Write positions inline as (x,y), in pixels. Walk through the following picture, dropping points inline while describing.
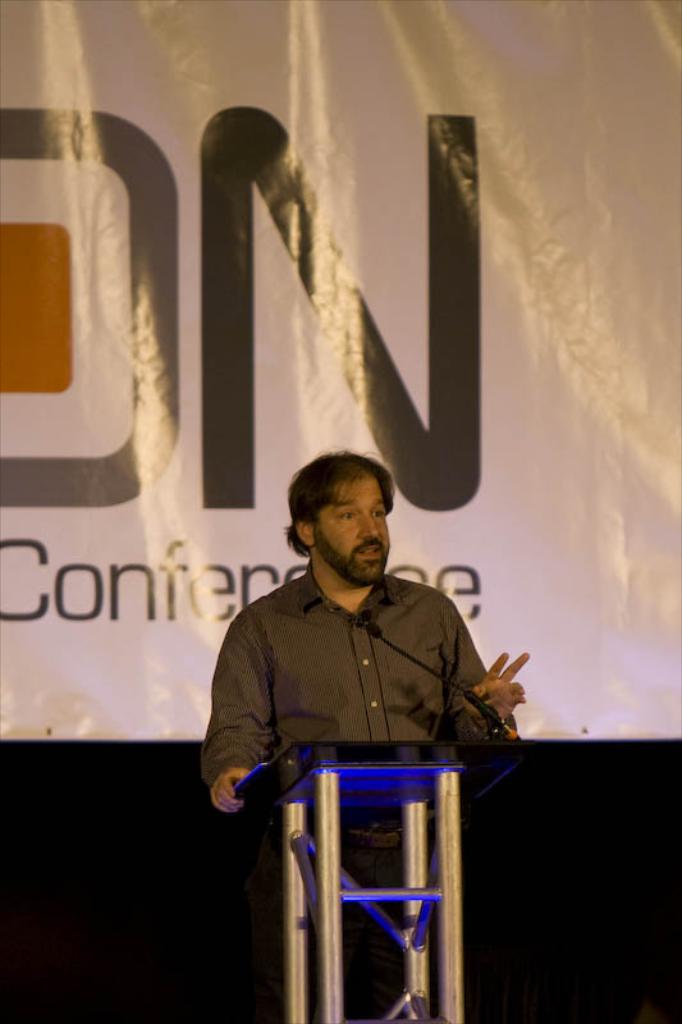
In this image in the middle (338,664) there is a man (371,674), he wears a shirt (362,664), he is speaking, in front of him there is a podium (300,796) and mic (368,621). In the background (407,487) there is a poster (397,362), text (356,302).
